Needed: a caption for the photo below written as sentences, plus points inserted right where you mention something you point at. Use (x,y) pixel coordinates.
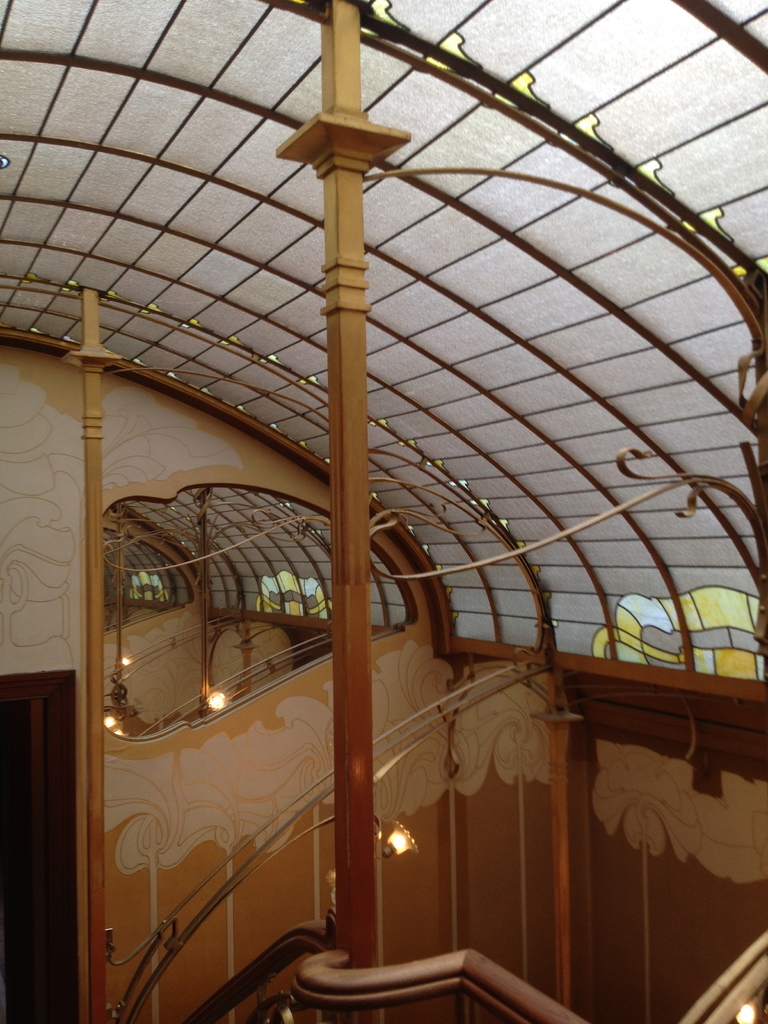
In this image I can see the inner view of building (478,729).
